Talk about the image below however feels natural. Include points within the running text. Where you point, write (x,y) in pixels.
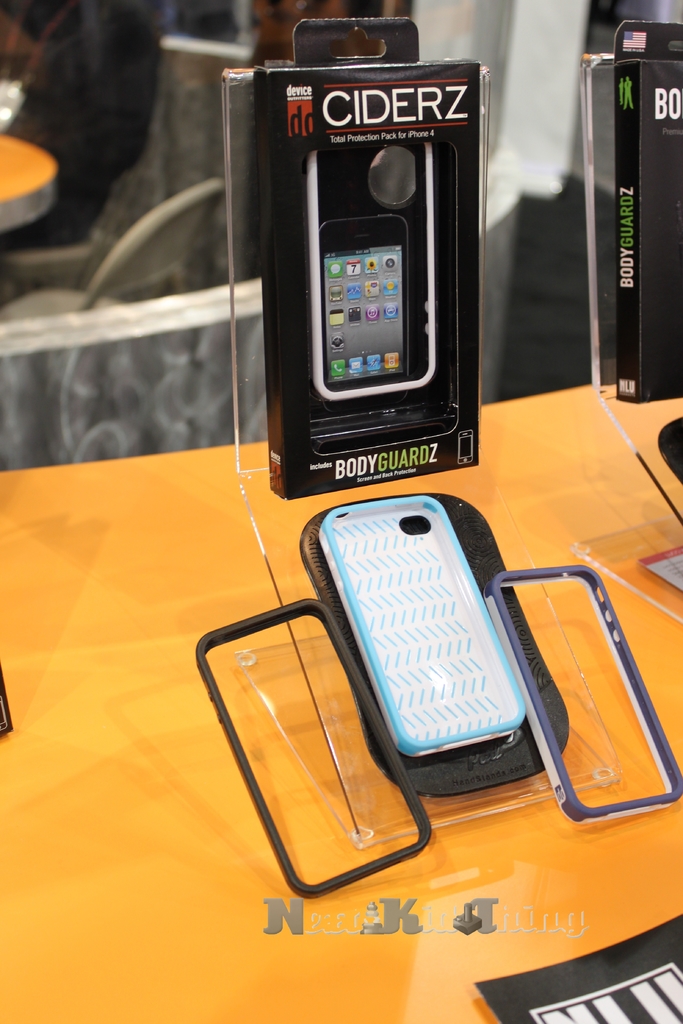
In this image there is a phone cover (400,601) kept on a table (216,943) as we can see in middle of this image (415,663) and there are some chairs (159,289) in the background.
